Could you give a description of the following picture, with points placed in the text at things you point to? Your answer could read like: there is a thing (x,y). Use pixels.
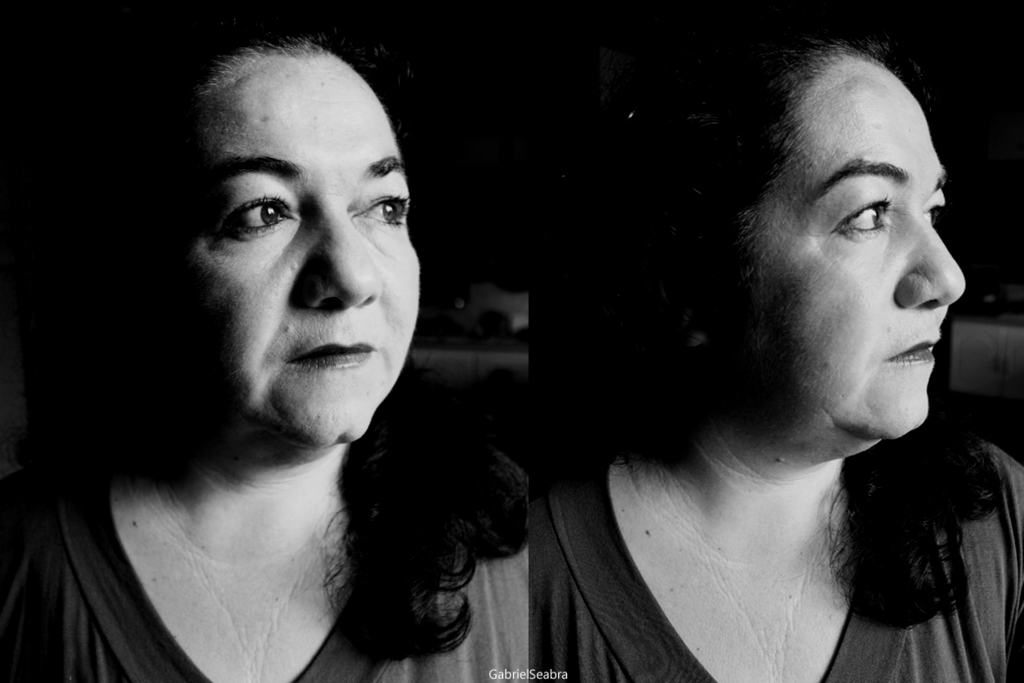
In this picture I can see a woman (272,429). This image is a collage picture. This picture is black and white in color.
